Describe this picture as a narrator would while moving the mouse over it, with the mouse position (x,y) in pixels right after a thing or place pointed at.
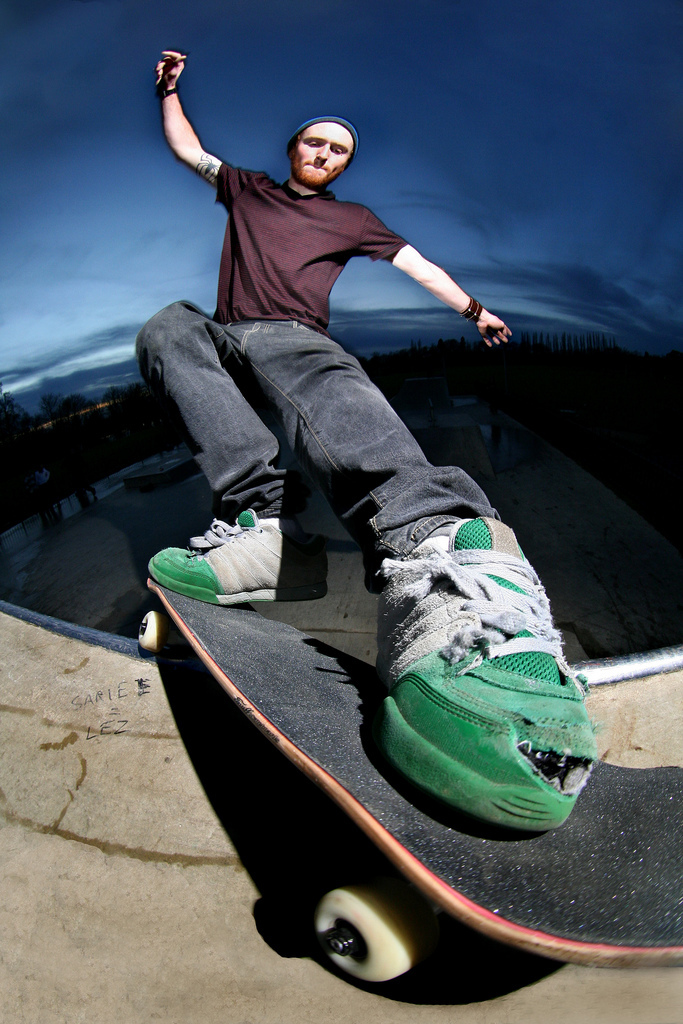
In this picture I can see a man (268,263) in front (245,554) who is on the skateboard (278,649) and I see that it is a bit dark in the background (228,134) and I see the sky (430,317).
